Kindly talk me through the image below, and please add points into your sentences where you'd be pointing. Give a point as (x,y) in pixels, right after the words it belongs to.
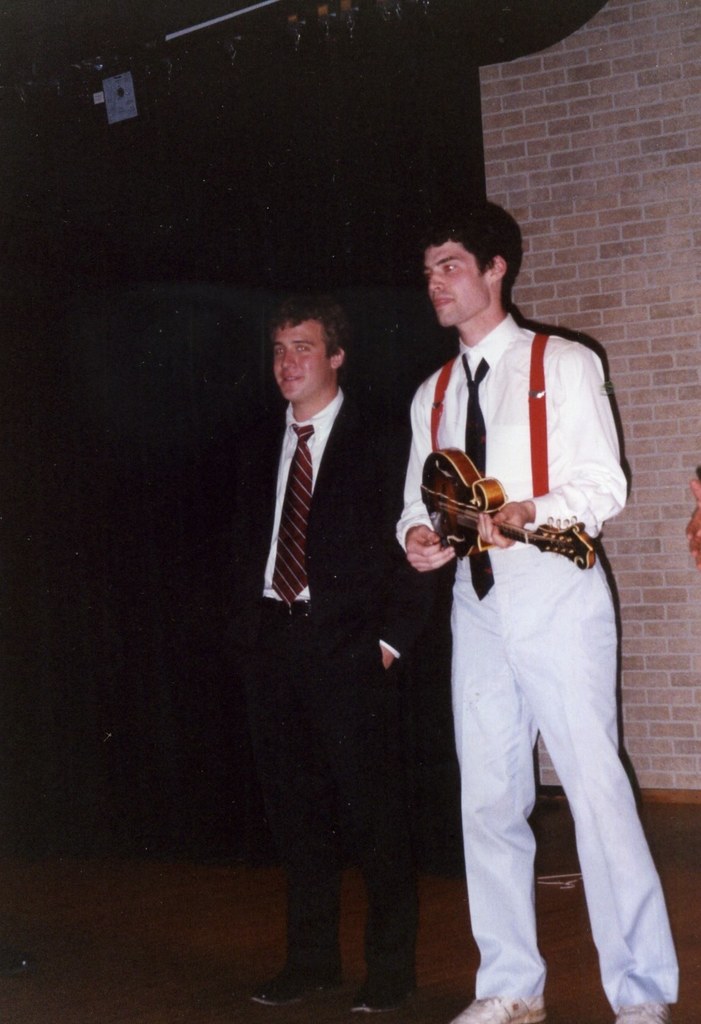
There are two persons (320,938) standing on the floor (283,966) and he is holding a mandolin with his hands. There is a dark background (335,173) and we can see a wall (629,451).
